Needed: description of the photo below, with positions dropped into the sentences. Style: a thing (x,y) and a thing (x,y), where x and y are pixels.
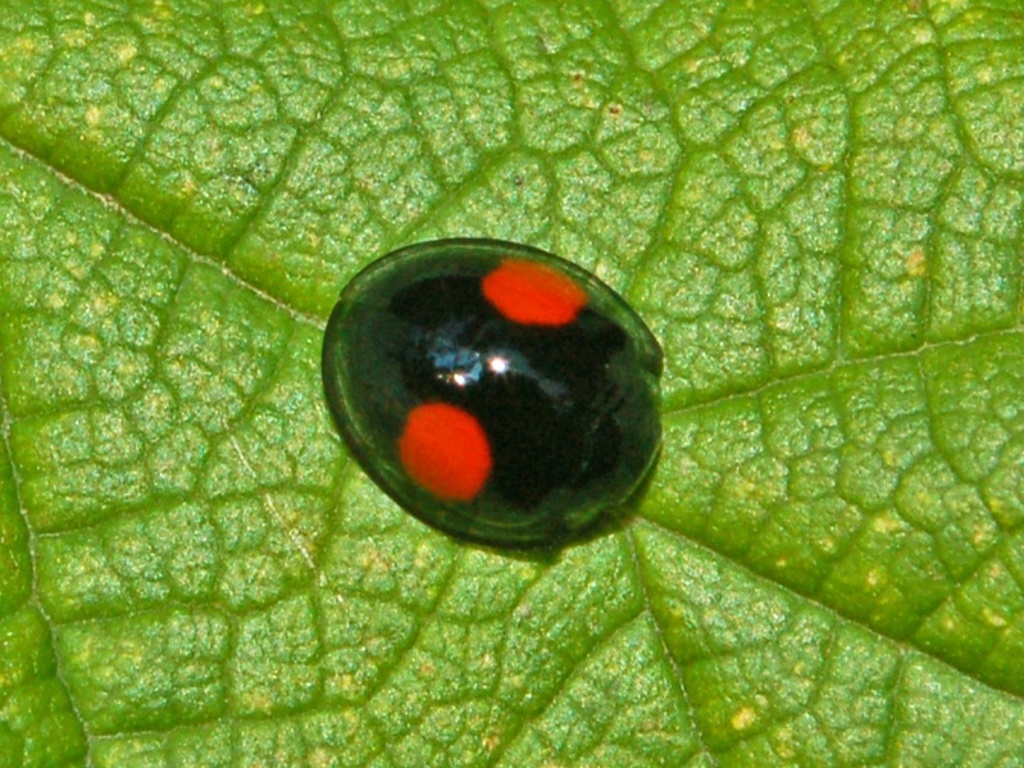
In this image I can see an insect (420,388) which is black and red in color on the leaf (336,145) which is green and yellow in color.
